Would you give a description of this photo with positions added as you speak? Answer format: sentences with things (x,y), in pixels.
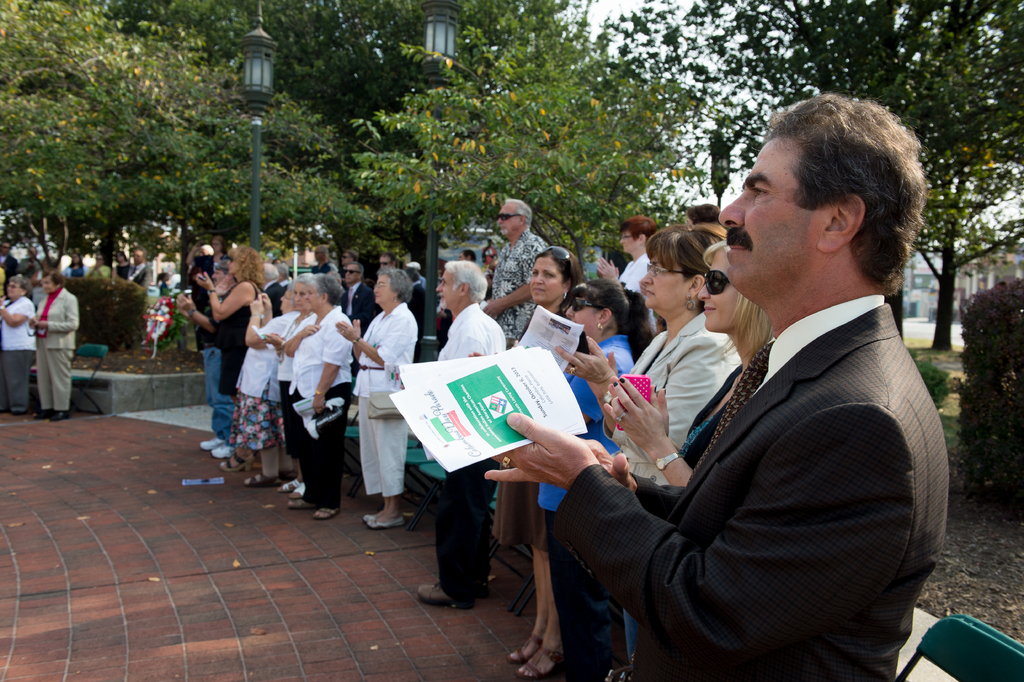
This is outdoor picture. Here we can see sky (599,14). These are the trees (425,54) and these are the lights (430,81). In Front of the picture we can see few people (447,546) standing and this is called as a crowd (747,455) or audience (284,366), they are applauding. On the right side of the picture (967,644) we can see a green colour chair (944,647) and a man (787,457) standing in front of the chair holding papers (507,405) in his hand (517,416). On left side of the picture (62,336) we can see few people (29,305) standing and applauding. Every person (440,288) are looking to their opposite side.
